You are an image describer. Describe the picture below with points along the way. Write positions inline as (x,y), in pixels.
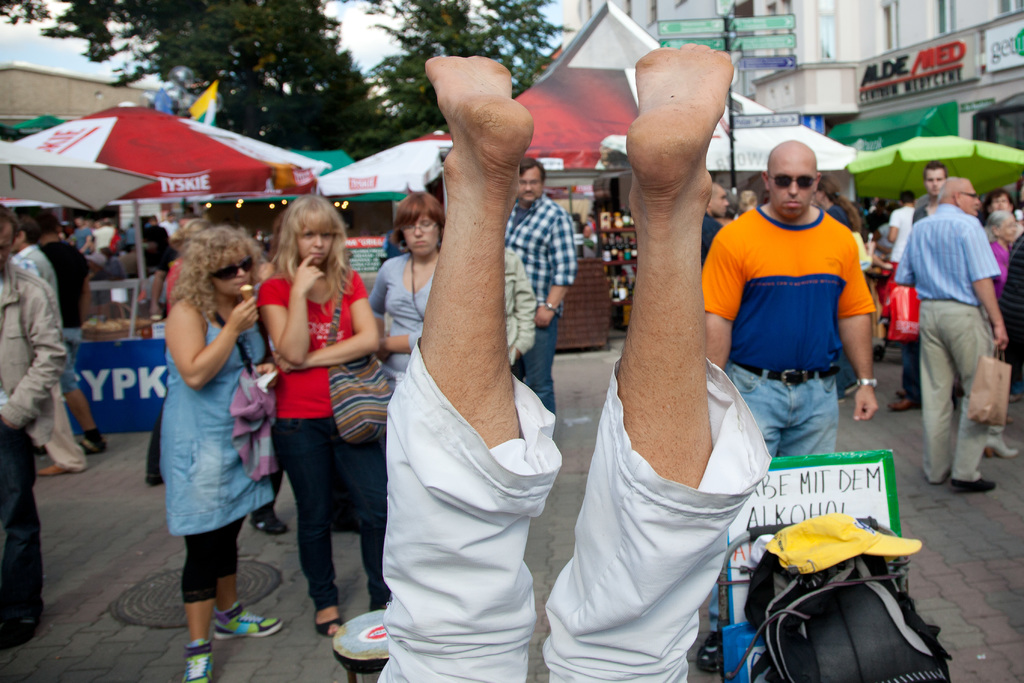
In the middle of the image (667,402) we can see two legs (697,145). Behind the legs (484,128) few people (733,246) are standing and walking. Behind them there are some tents (601,36) and trees (313,15) and buildings (883,50) and poles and sign boards (771,38).
